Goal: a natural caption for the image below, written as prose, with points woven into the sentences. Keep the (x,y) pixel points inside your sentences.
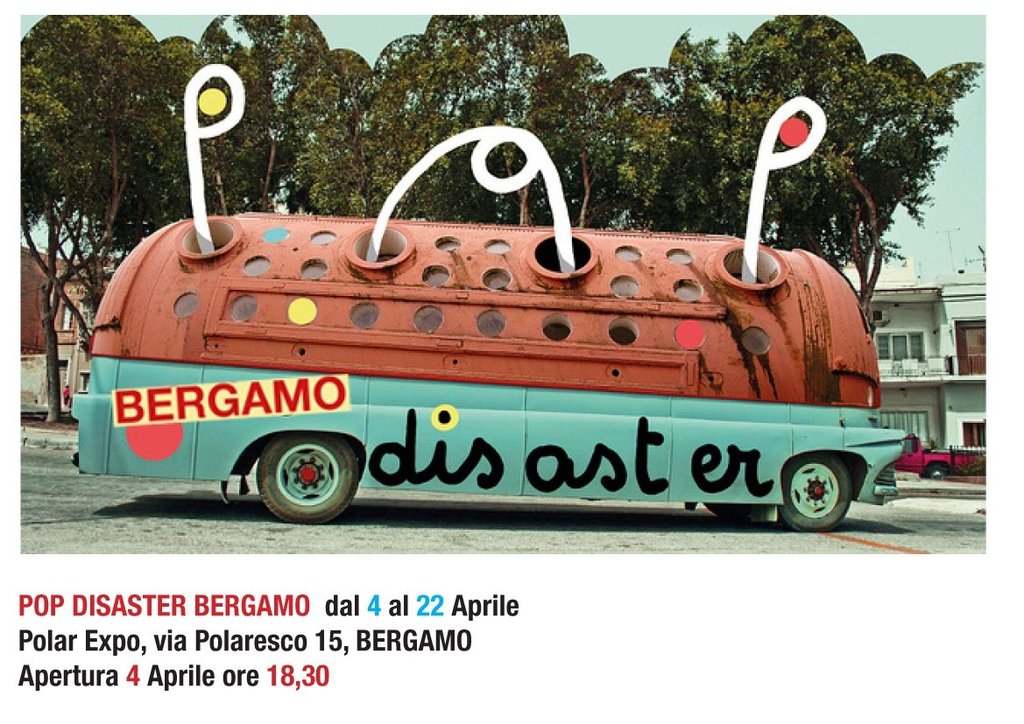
This is a poster (516,296) having an image and texts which are in different colors. In this image, there is a vehicle (546,421) on the road (545,548). In the background of this image (938,422), there are trees (697,77), buildings (888,378), a vehicle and the sky (967,106).
